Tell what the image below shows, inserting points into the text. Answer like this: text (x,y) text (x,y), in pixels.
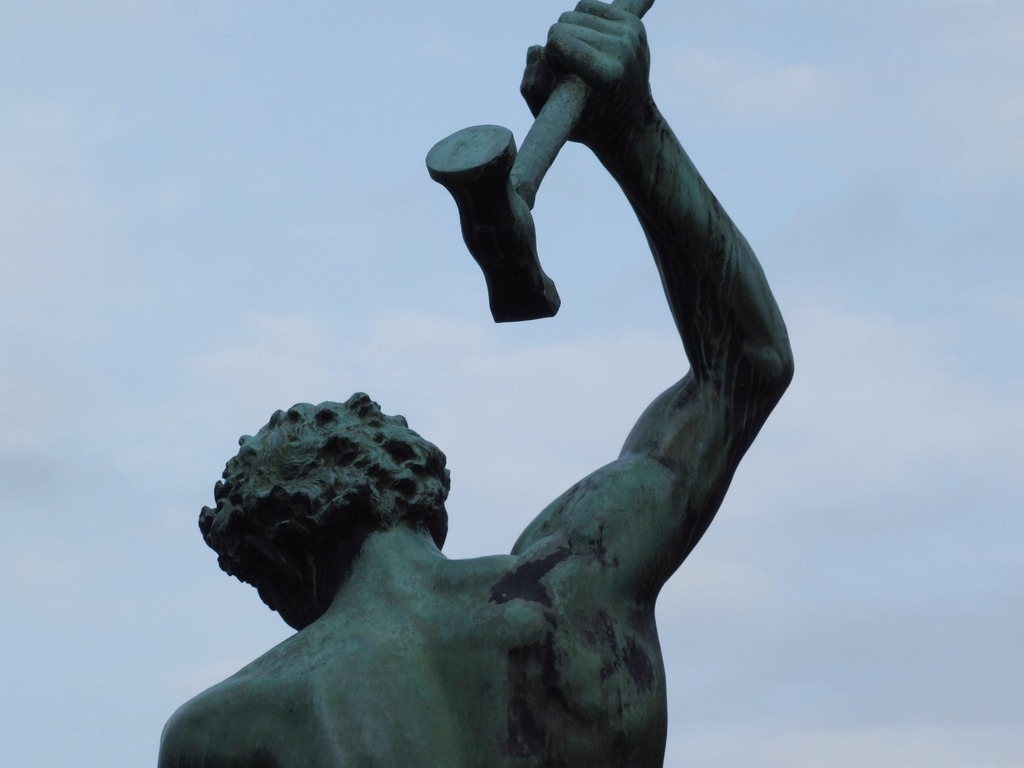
In the picture I can see a statue (429,624) of a person (567,581) holding a hammer (531,149) in his hand (564,73).
